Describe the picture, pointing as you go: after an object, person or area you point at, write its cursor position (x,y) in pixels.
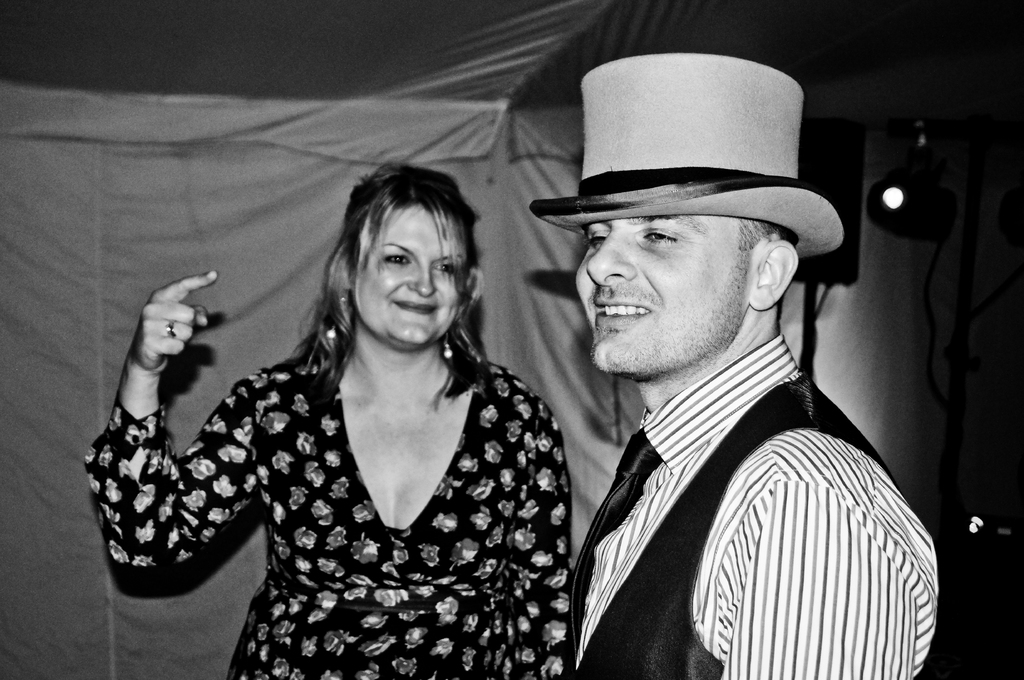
This picture is a monochrome picture. In this image there are two persons (466,559) standing under the tent (83,51) and smiling. At the back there is a speaker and light (908,195).
